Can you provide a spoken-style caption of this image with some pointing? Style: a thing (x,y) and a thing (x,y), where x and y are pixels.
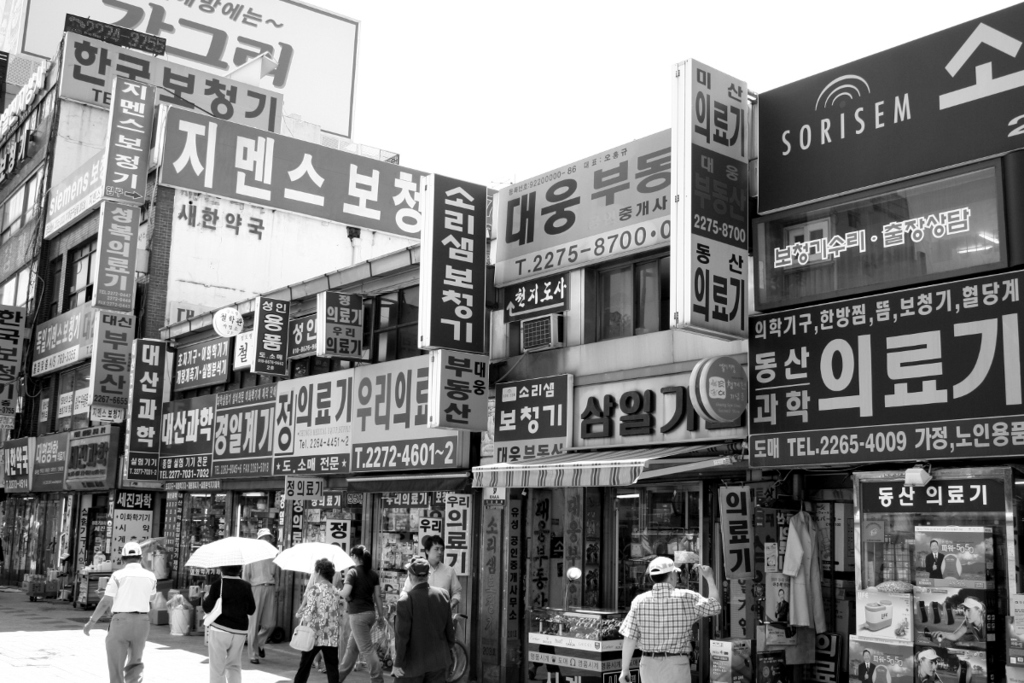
In this image I can see in the middle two women (320,628) are walking by holding the umbrellas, few other persons (419,676) are also walking and there are stores (748,401) with different advertising boards (443,358), at the top (573,74) it is the sky (489,90).
